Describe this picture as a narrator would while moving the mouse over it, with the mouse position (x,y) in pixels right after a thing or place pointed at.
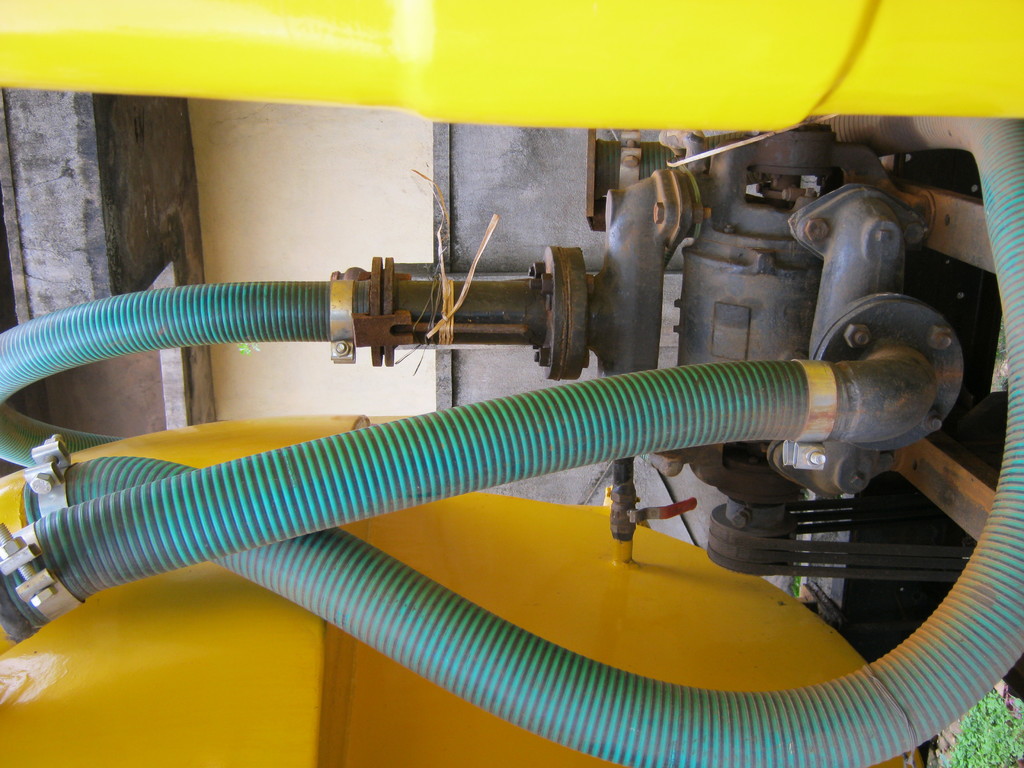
In this picture there is a motor (833,480) and there are pipes (627,380). At the back (459,230) there is a wall (459,230). At the bottom right (1010,744) it looks like a plant (996,746).
